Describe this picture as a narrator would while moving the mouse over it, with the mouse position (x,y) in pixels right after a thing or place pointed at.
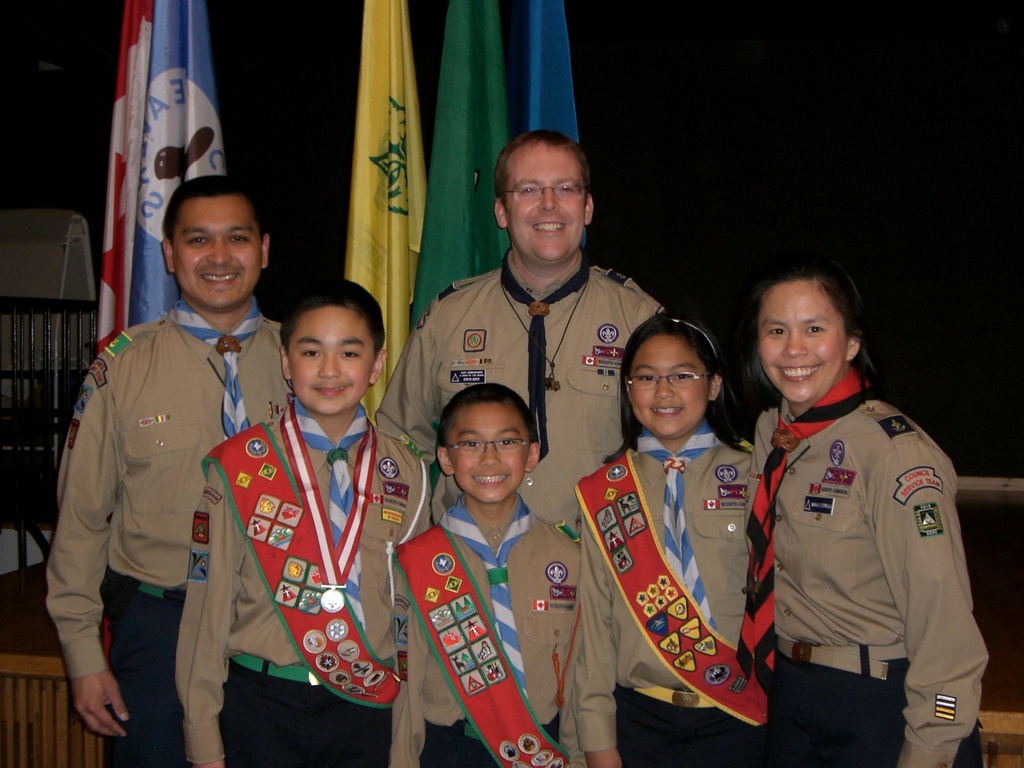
In the picture we can see two men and one woman (943,534) and three children (287,759) are standing with uniforms (606,509) and smiling and behind them we can see a part of railing (65,313) in the dark.
